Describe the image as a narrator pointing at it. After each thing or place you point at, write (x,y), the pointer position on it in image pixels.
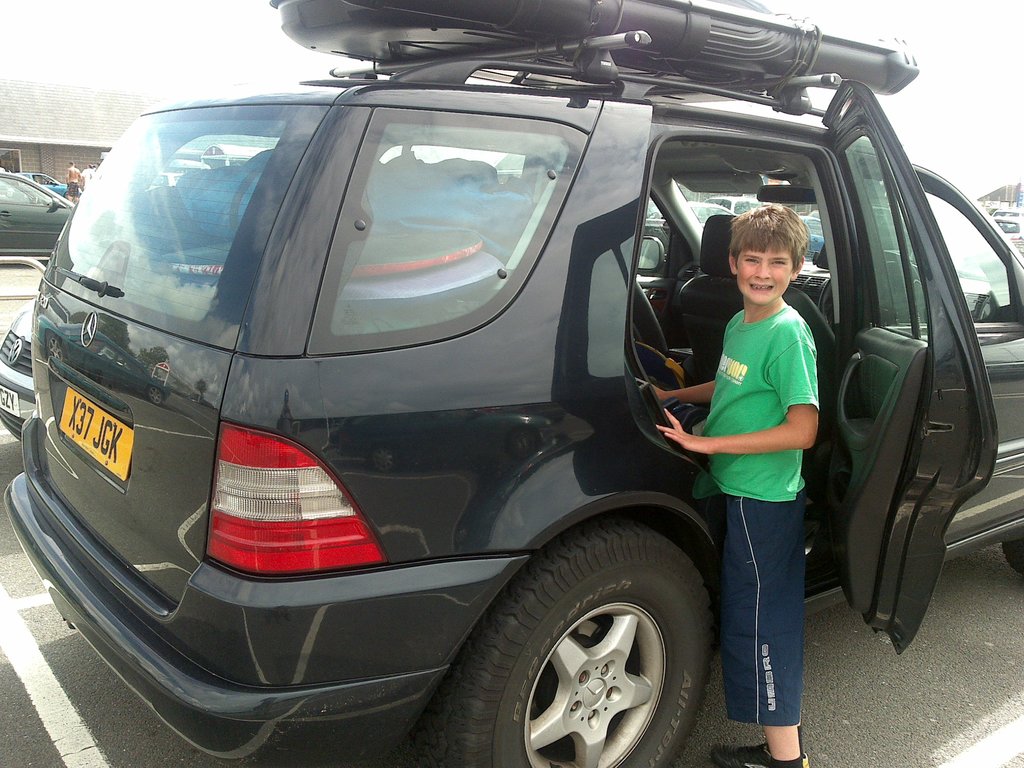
this picture shows few cars (23,312) parked and we see a boy (724,362) standing opening the door (896,586) of a car (859,349) and we see a cloudy sky (55,40) and a building (116,138) on the side.
